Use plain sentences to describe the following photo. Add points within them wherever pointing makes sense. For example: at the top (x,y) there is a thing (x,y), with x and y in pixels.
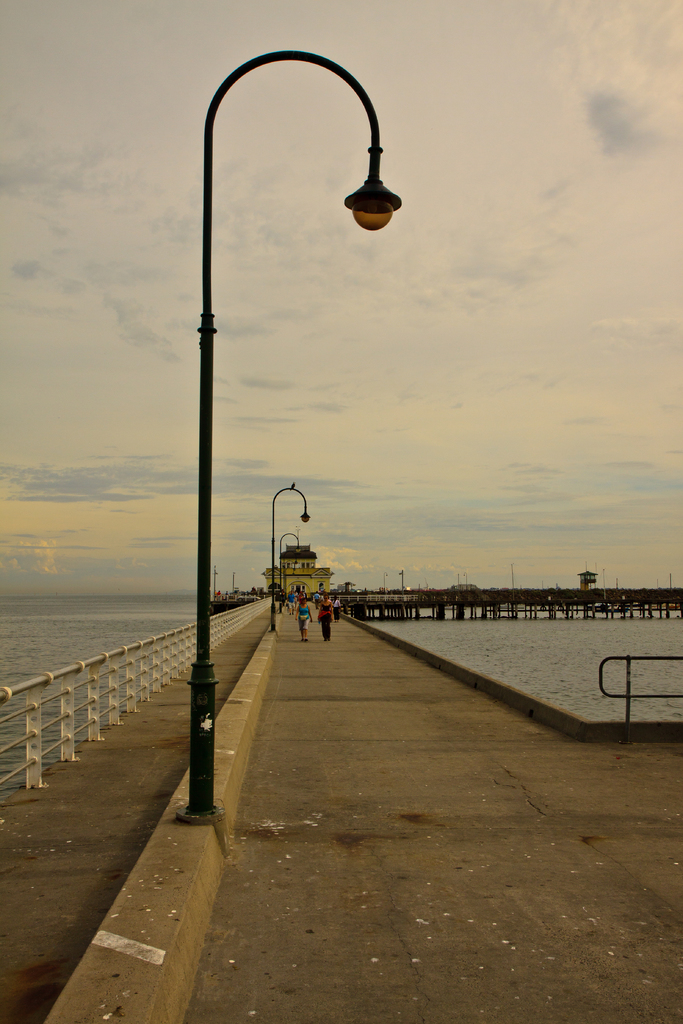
In this image we can see street lights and few persons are standing on a bridge (254,893). In the background (379,591) we can see water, poles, objects (543,597) and clouds (228,552) in the sky (115,385).
